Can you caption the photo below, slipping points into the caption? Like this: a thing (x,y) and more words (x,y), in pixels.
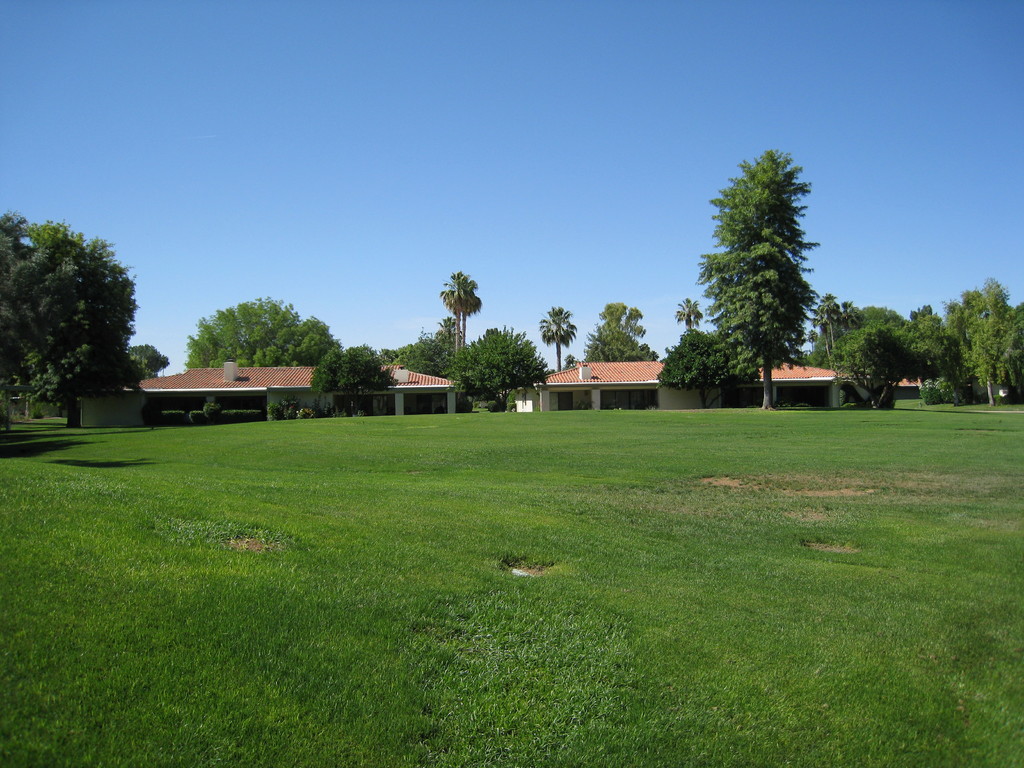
In this image, we can see trees (707,345) and there are houses (308,374). At the top (381,160), there is sky (352,169) and at the bottom (264,526), there is ground (250,560).
